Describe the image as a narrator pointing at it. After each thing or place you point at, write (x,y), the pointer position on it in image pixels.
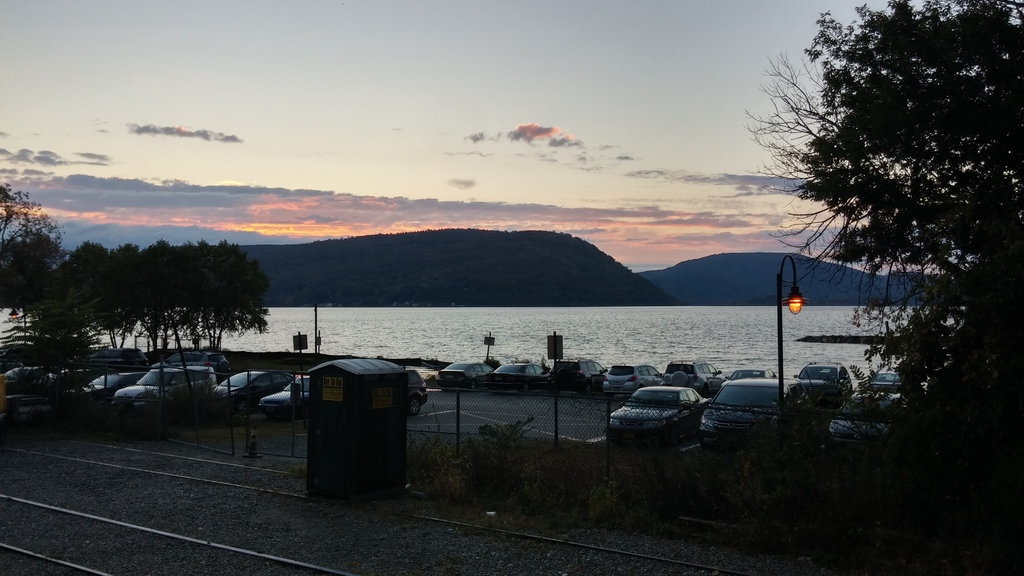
In the foreground (210,458) I can see tracks (216,479), concretes (282,530), metal box (395,467), grass (495,519), plants (718,519), fence (569,429), trees (193,292), light poles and fleets of vehicles (512,380) on the road (520,405). In the background (510,359) I can see water (510,359), mountains (526,261) and the sky (494,173). This image is taken may be near the ocean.
